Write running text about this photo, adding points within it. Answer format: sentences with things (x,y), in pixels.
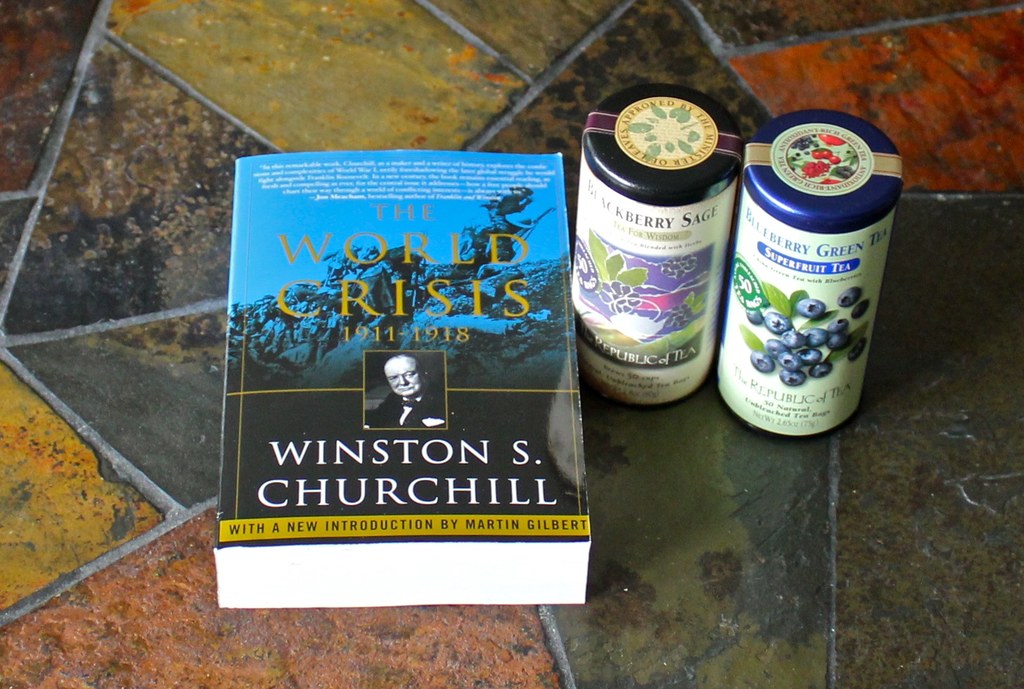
In this image we can see a book (471,442) on the floor (901,232). There are two bottles (794,259) on the floor (887,263).
